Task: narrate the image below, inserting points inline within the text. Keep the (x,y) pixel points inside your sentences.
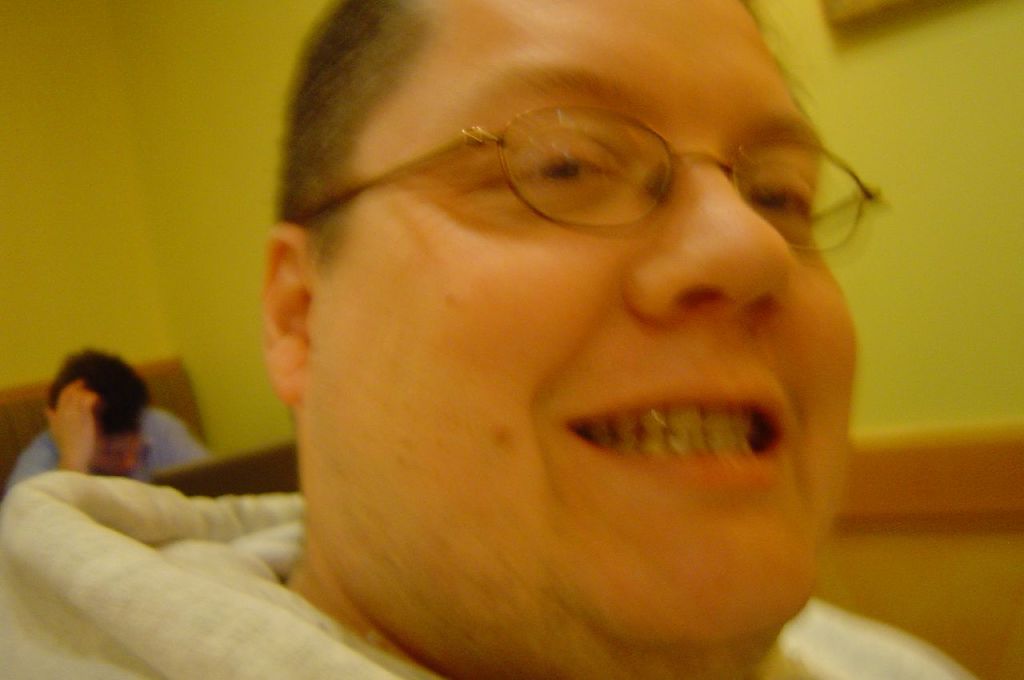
This is an inside view. Here I can see a person (464,434) smiling and giving pose for the picture. On the left side (99,424), I can see another person (126,444) looking at the downwards. In the background (123,215) there is a wall (100,201).
